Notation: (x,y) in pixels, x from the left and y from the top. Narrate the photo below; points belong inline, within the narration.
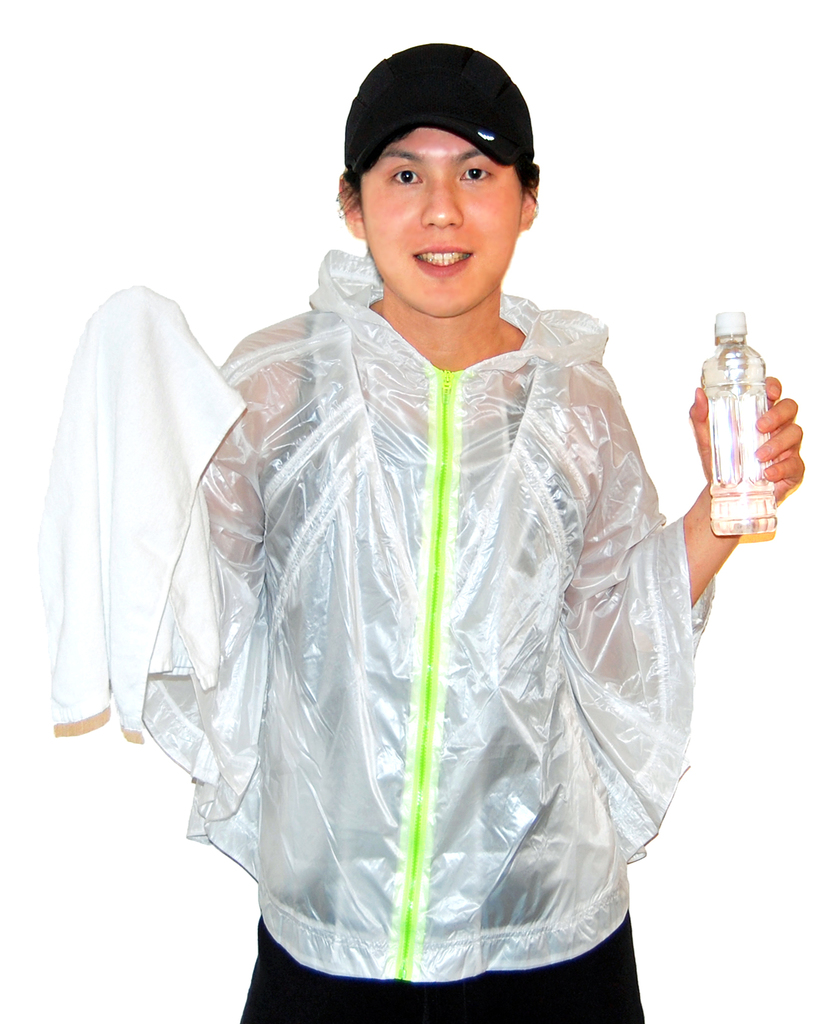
In the image we can see there is a man (496,577) standing and he is wearing transparent coat (529,599). He is holding bottle (746,364) and towel (179,504) in his hand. The man (587,522) is wearing black colour cap (407,93).
